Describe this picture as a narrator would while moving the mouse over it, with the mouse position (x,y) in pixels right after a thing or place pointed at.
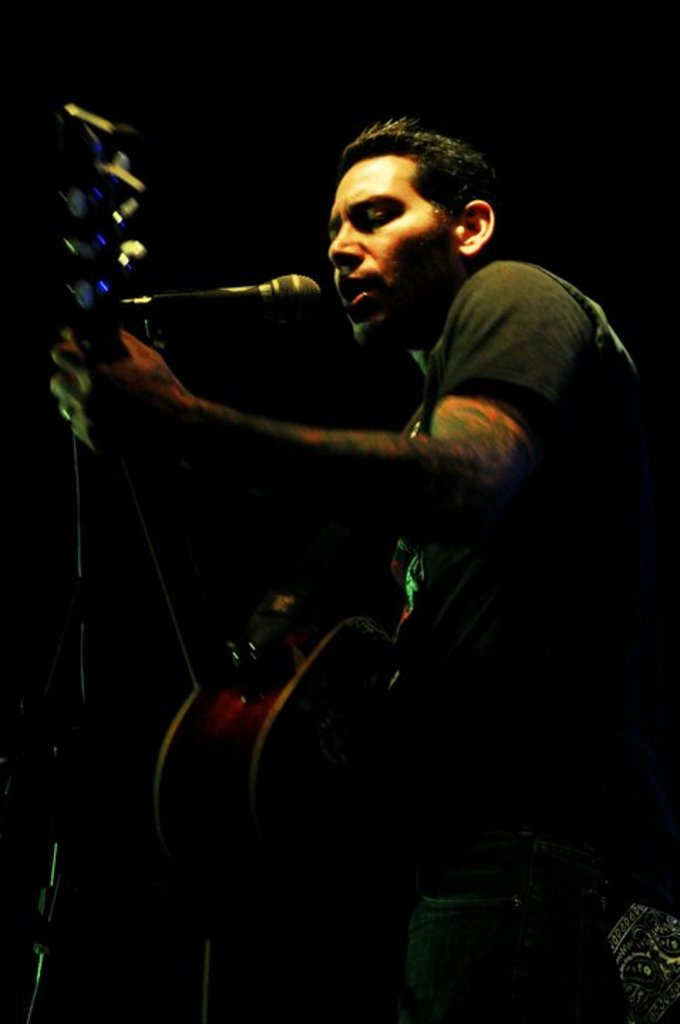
In this picture we see a man (483,382) in black t-shirt (547,381) is holding guitar (177,818) in his hand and he is playing it. He is even singing on microphone (198,292).
